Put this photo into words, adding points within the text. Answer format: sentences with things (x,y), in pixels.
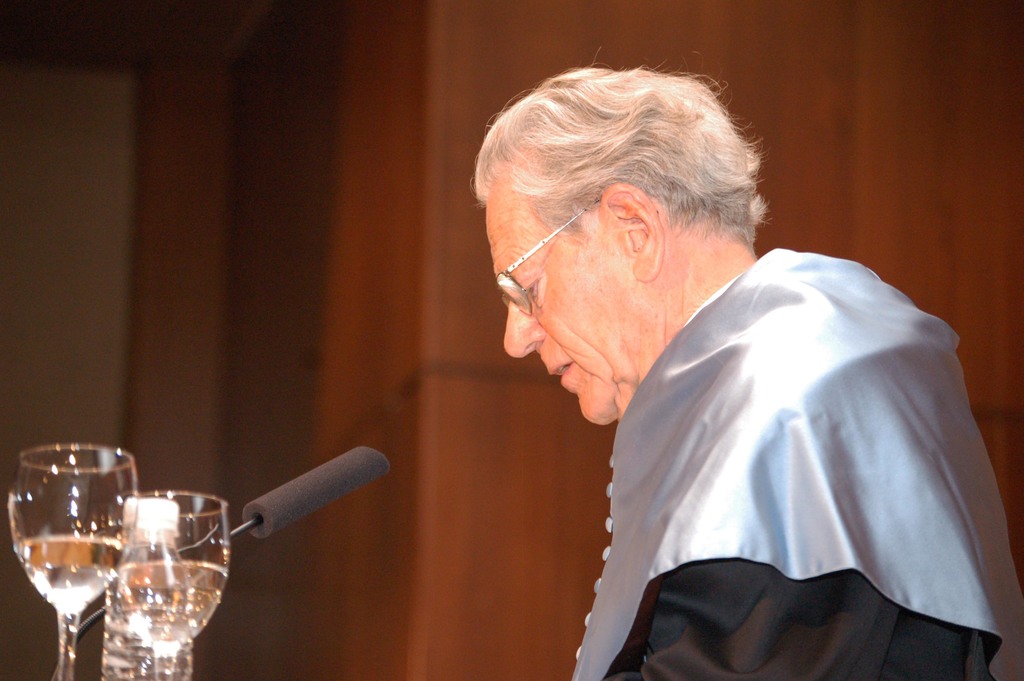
This picture seems to be clicked inside the hall (519,384). On the right (688,677) we can see a person (768,596) seems to be standing. On the left (192,557) we can see the glasses (89,556) of drinks (73,561) and a microphone (340,471). In the background (532,65) we can see the wooden object (438,235) and the wall (307,318).
